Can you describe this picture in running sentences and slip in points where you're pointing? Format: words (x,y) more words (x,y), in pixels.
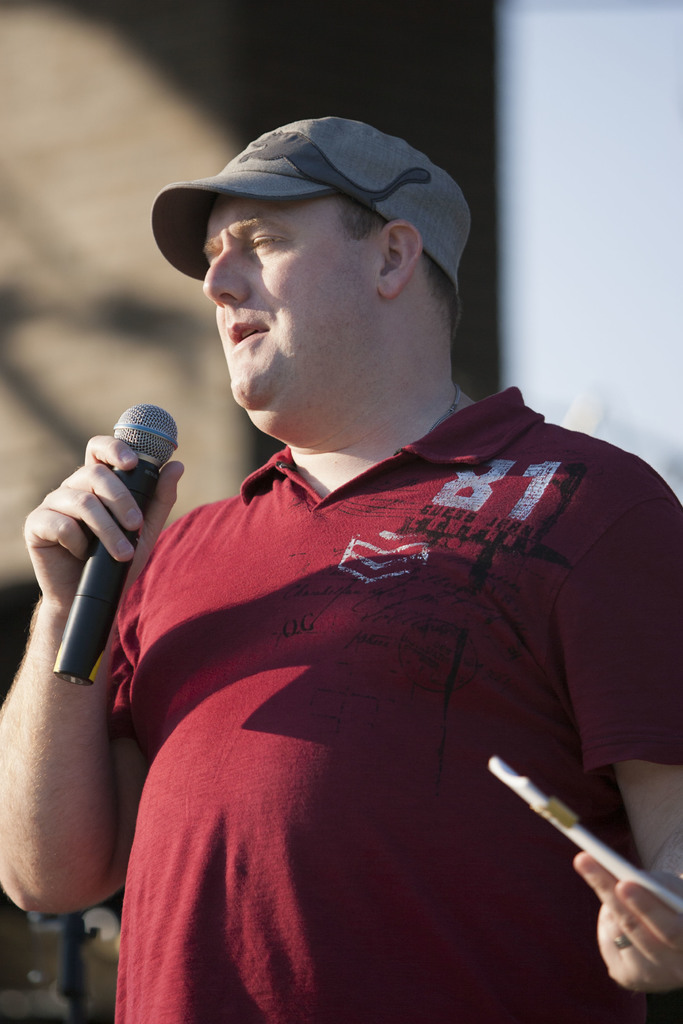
In this image there is a person (358,619) wearing red color shirt (427,514) holding a microphone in his hand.
